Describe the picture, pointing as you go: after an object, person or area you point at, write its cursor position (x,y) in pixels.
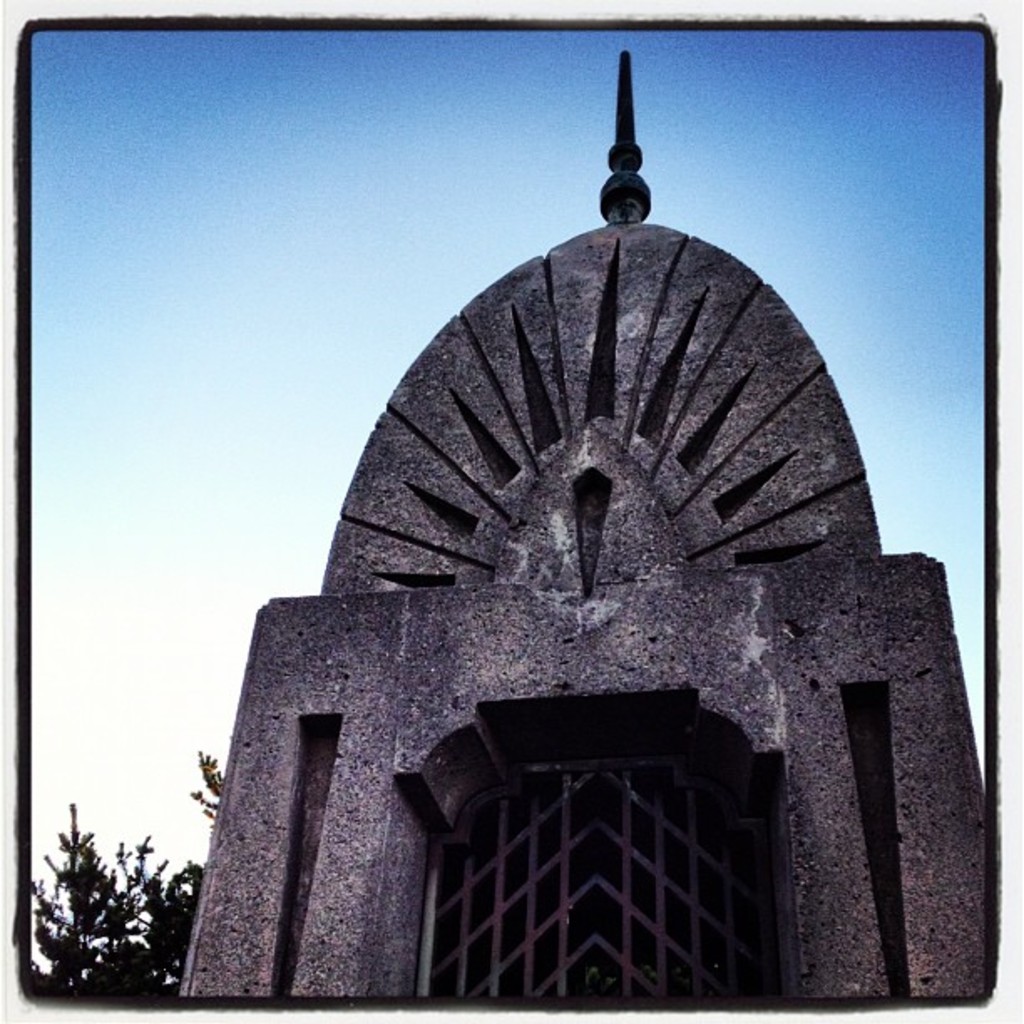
This is an edited picture. In this image there is a tree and it looks like a building (921,713). At the top (178,267) there is sky (190,257).
